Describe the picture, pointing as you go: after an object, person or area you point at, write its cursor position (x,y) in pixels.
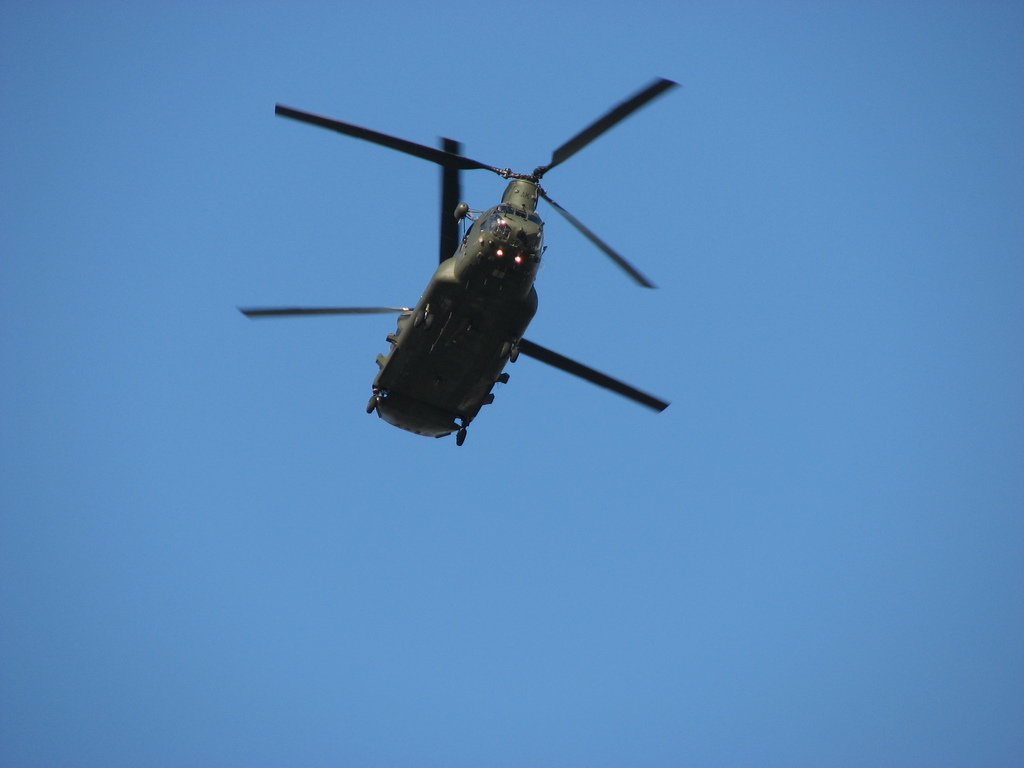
In the image there is a helicopter (440,306) in the air (481,453). And there is a blue color background (701,208).
